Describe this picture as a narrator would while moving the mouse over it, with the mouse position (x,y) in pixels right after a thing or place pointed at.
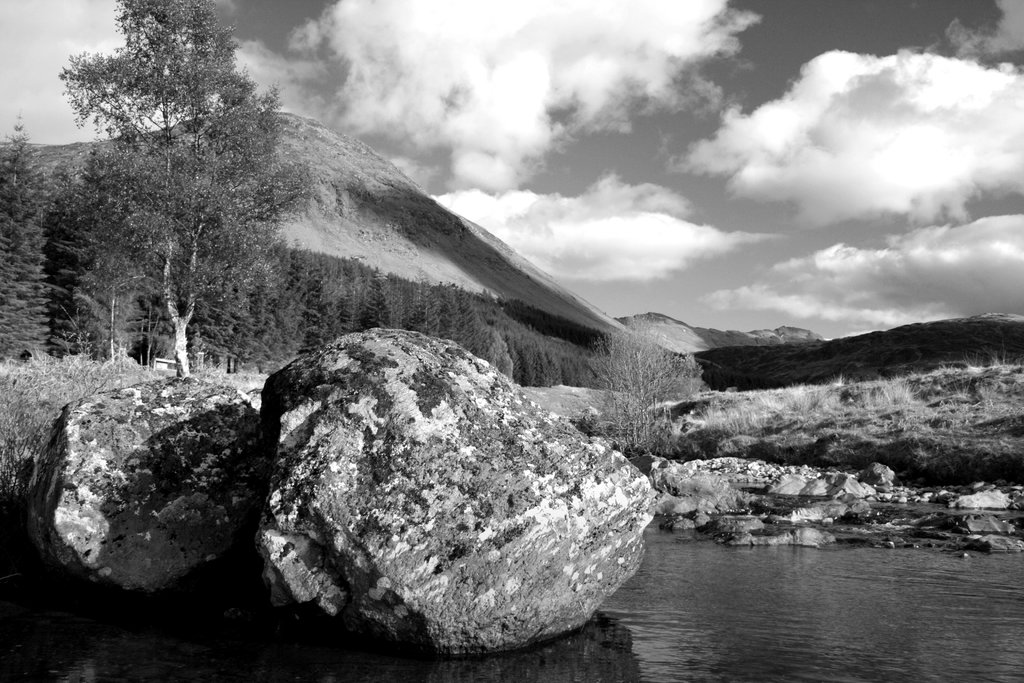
In this image I can see few rocks (479,525), water (817,645), trees (672,370), mountains (563,301) and sky (621,301), and the image is in black and white.
